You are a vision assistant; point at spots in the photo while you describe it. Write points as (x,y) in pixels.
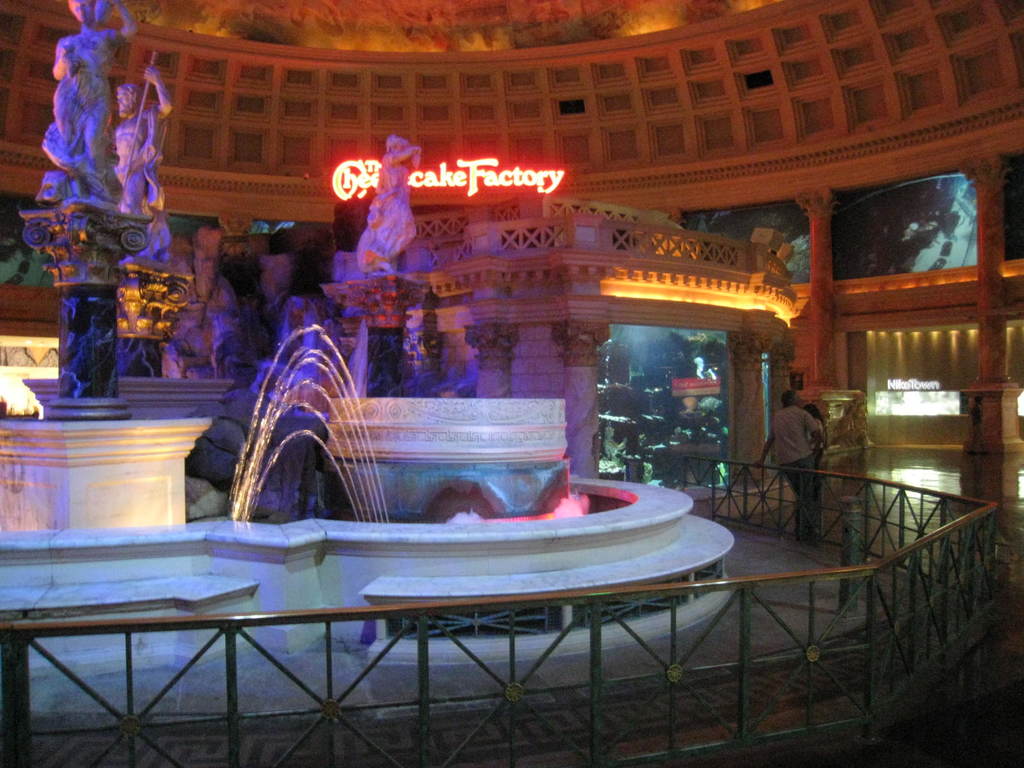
This is an inside picture of a mall (487,135), we can see there are some sculptures (379,217), pillars (574,330), persons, fence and a water fountain (423,423).
